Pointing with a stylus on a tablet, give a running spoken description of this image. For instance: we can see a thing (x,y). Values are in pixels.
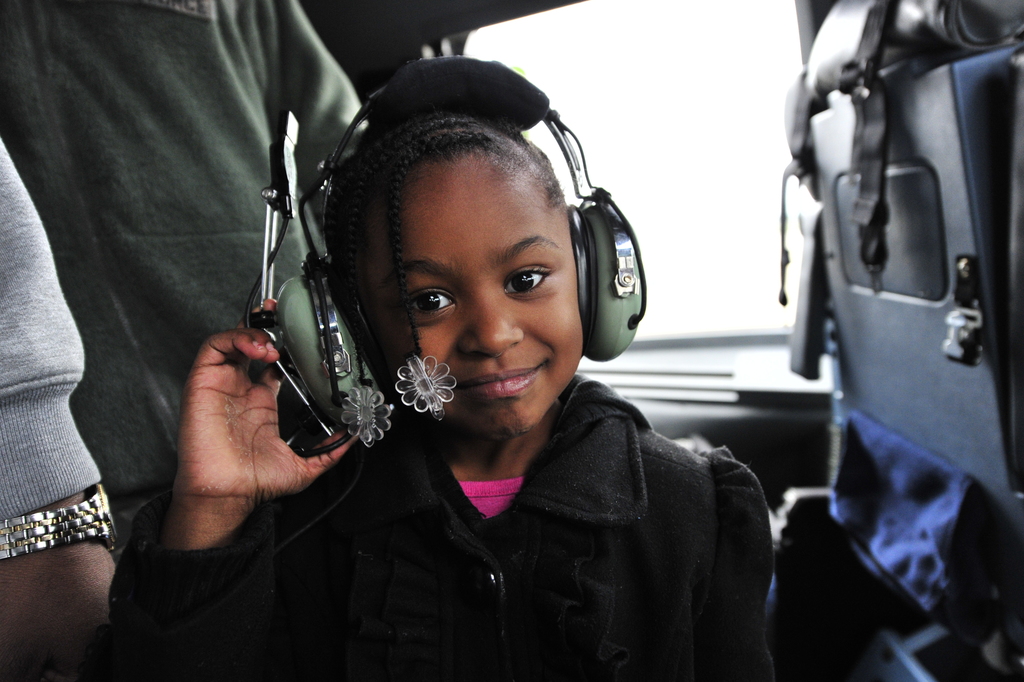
In this image we can see a person (522,427) holding a headphone (359,387). On the right side (919,495), we can see an object (971,250) look like a seat (898,431) of a vehicle (913,389). On the left side (113,342), we can see persons (161,187) truncated.
